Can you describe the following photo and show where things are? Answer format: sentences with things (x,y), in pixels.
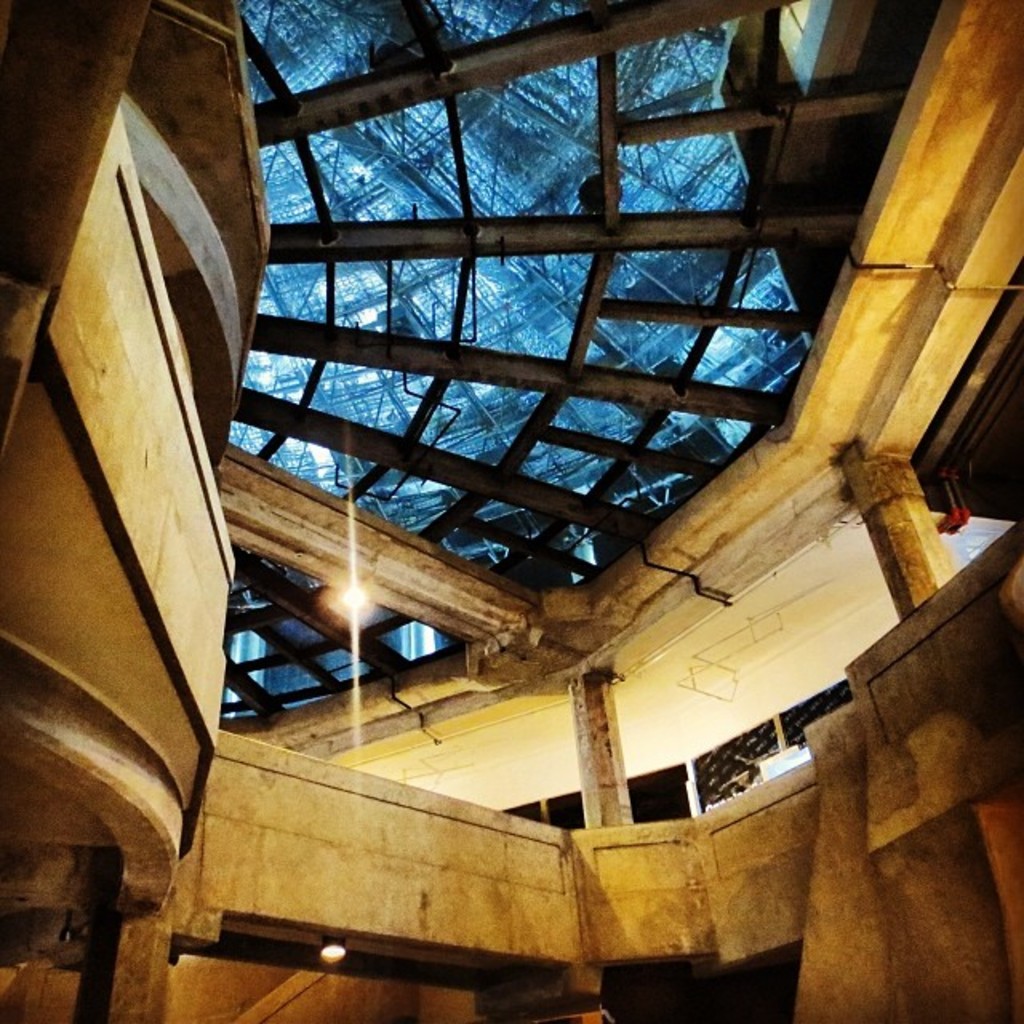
In this image we can see the building (519,442) made up of concrete (430,802).
